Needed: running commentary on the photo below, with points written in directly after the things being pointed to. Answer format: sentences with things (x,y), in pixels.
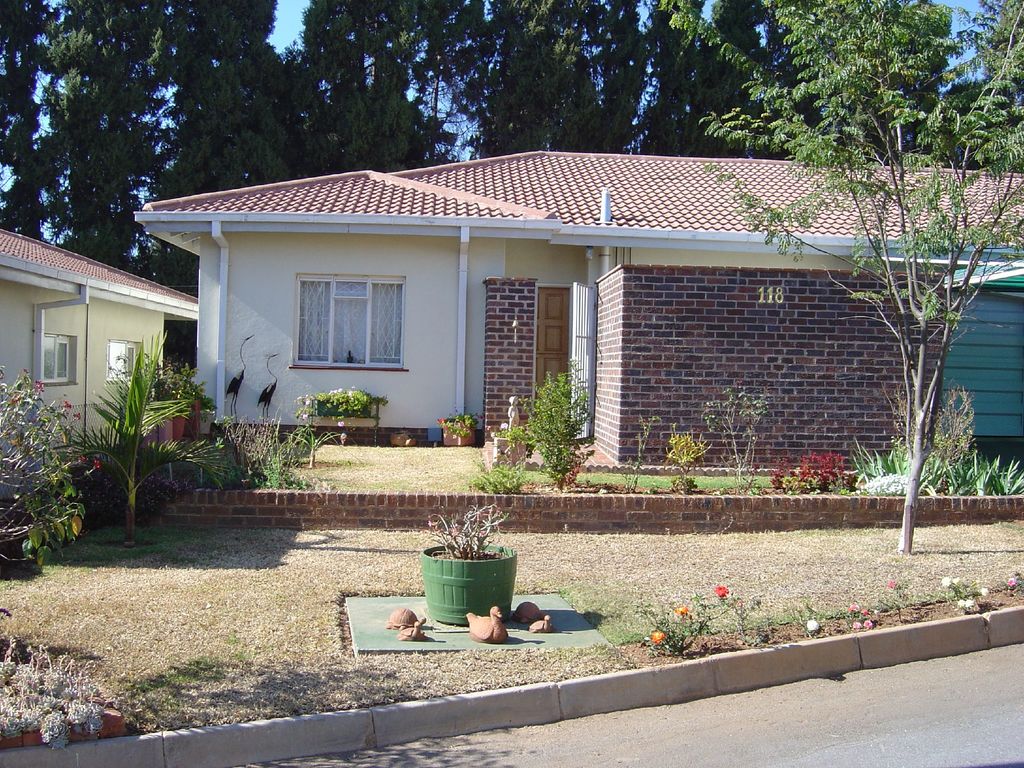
This picture shows couple of houses (209,350) and we see plants (53,480) and trees (825,54) and we see few toys (489,628) and grass (588,611) on the ground (267,642) and we see few flower plants (757,605).
